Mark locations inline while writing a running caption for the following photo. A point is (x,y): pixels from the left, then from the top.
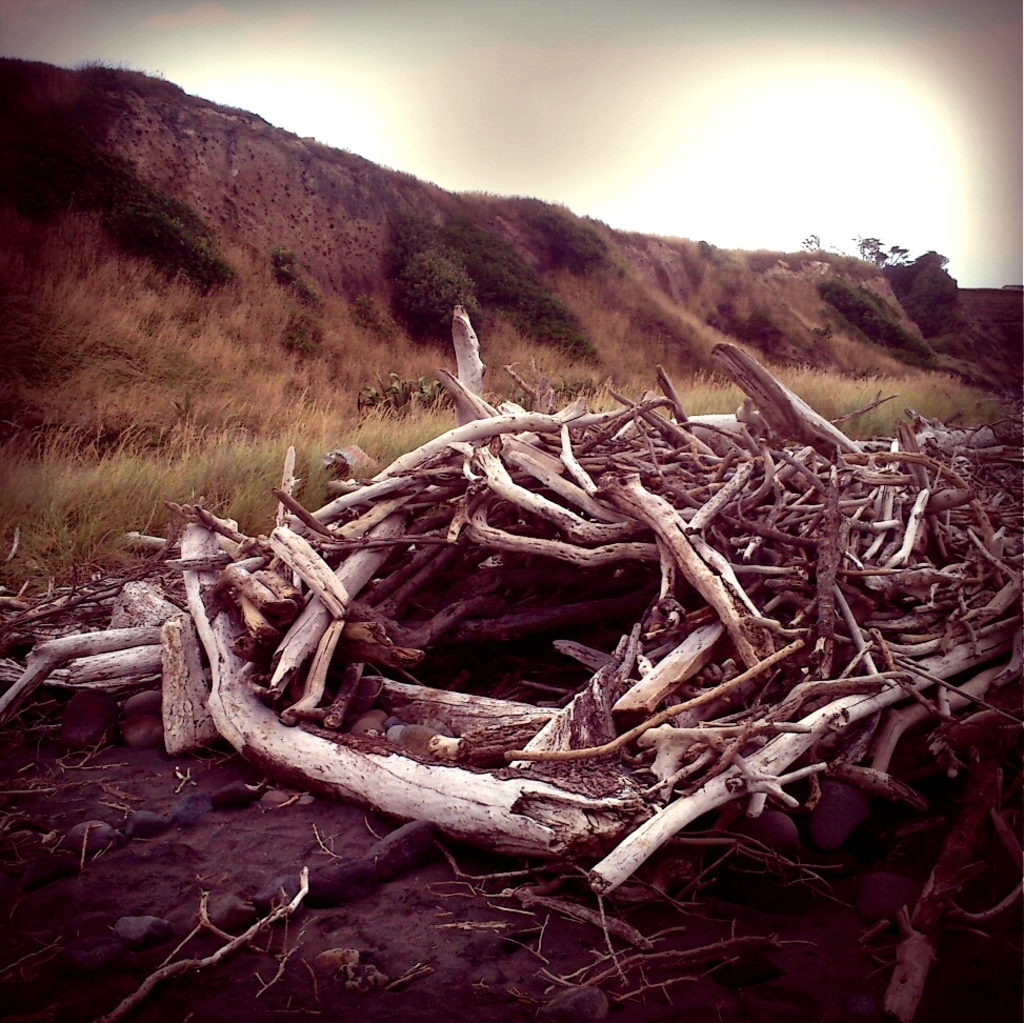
In this picture there are tree branches (559,521) in the foreground (697,797). At the back (361,426) there are trees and there is grass (321,399). At the top (377,68) there is sky (471,84). At the bottom (409,954) there is sand (380,911).
